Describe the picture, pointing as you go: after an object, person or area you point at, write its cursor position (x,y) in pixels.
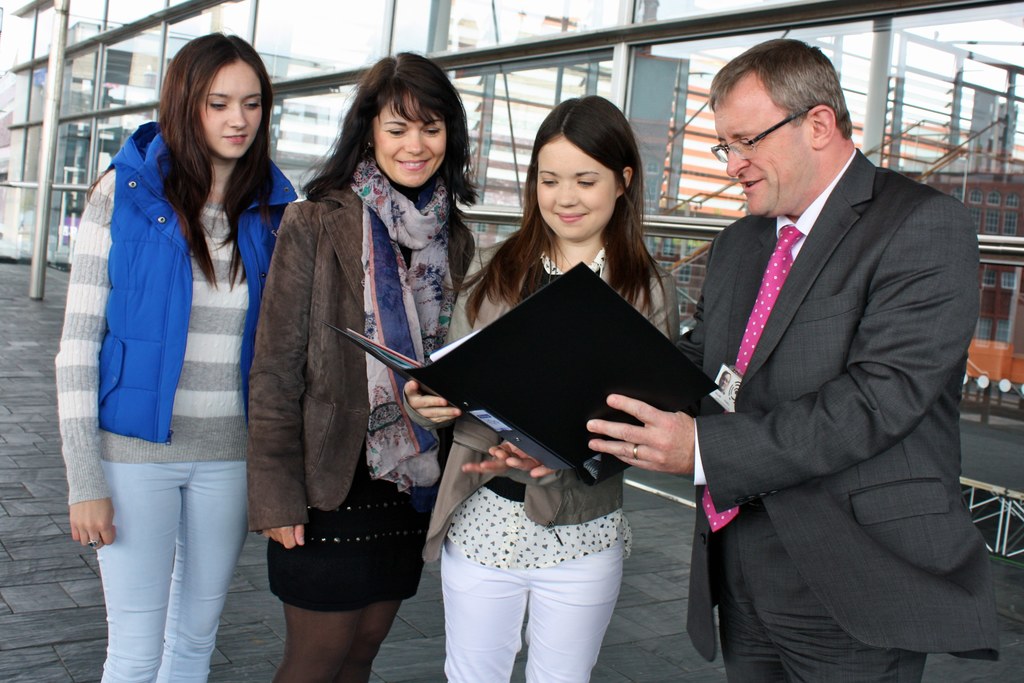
In this picture we can see four people (272,538) and two people (585,569) are holding a book (527,438) and in the background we can see a building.
